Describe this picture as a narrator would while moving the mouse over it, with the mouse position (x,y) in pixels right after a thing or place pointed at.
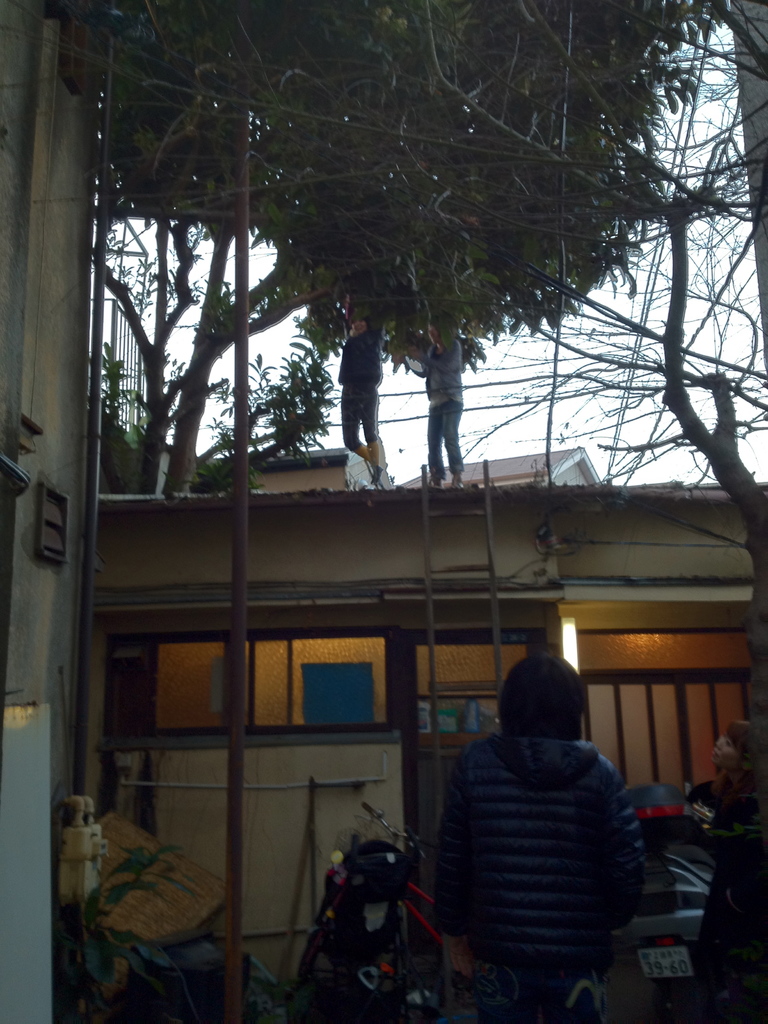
In the bottom right corner of the image (535,898) two persons (502,1014) are standing. In front of them we can see motorcycles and bicycles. Behind them there are some houses (732,630), trees (760,660), poles (101,342) and ladder (427,541). Two persons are holding tree (460,300). Behind the tree (459,288) there is sky (641,348).
